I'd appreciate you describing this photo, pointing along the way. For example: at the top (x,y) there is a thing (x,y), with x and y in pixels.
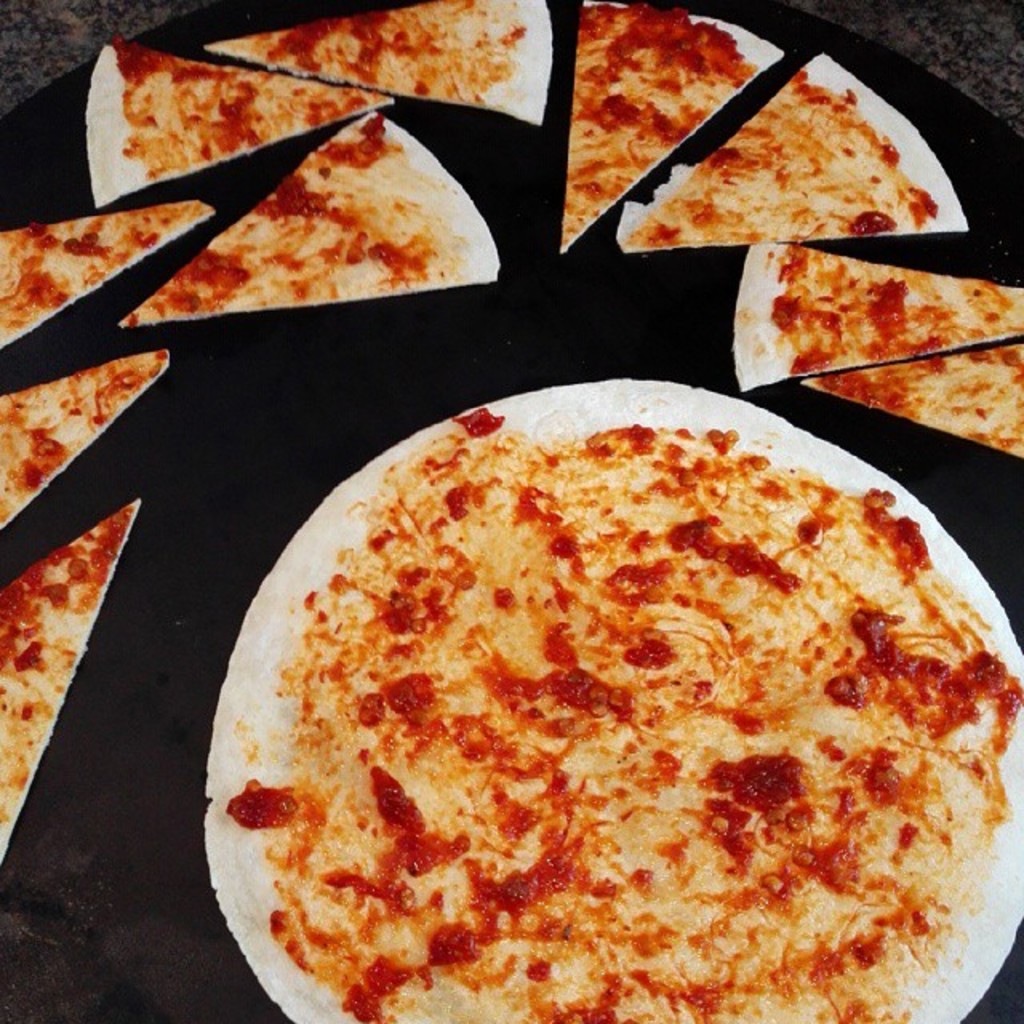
In this image we can see a pizza (820,634) and some slices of it which are placed on the surface (389,386).
